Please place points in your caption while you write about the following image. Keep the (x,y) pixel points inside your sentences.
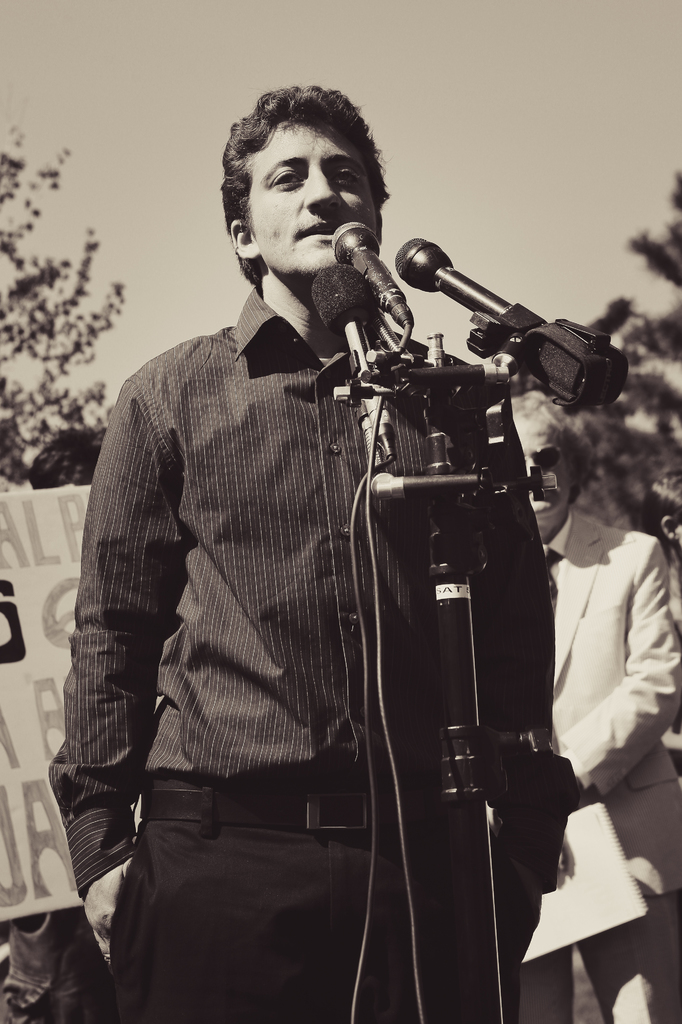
In this picture there is a person (293,134) standing and talking. In the foreground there are microphones (379,241) and their wires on the stand (450,824). At the back (627,557) there are group of people (652,545) standing and there is a board (48,906) and there is a text (11,867) on the board (12,812). At the back (86,326) there are trees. At the top (447,44) there is sky (453,53).
